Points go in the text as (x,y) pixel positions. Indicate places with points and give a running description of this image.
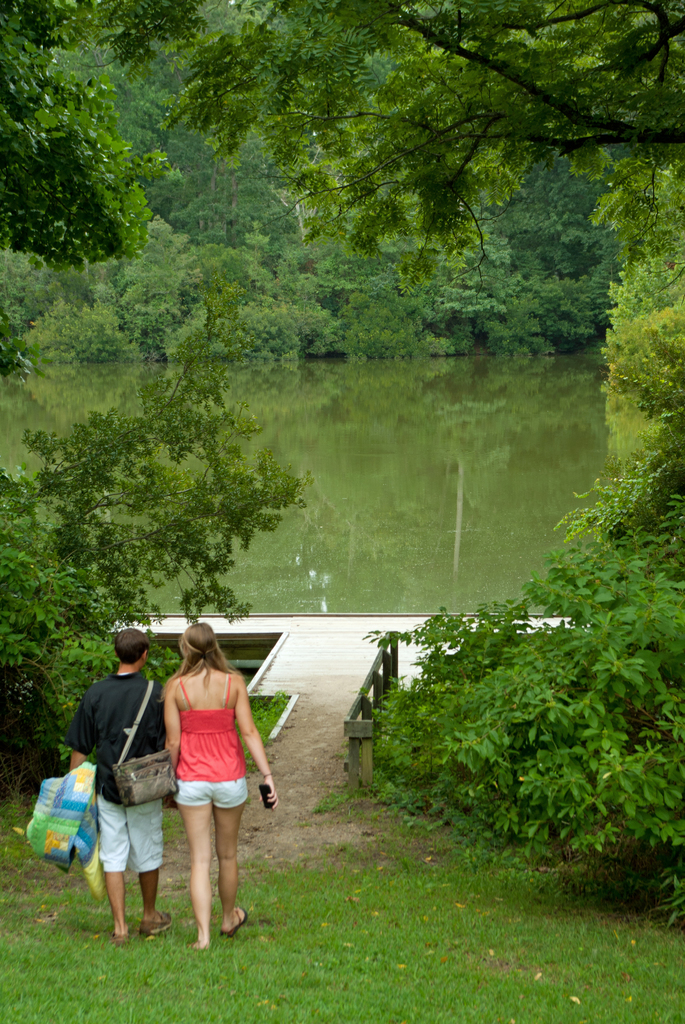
In this image, we can see a man (128,690) wearing bag (129,768) and holding an object (60,809) in his hand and there is a lady (230,756) holding mobile (267,799) in her hand (276,804) and in the center (351,483), we can see a pond (411,486). In the background (137,309), there are many trees (233,499).
